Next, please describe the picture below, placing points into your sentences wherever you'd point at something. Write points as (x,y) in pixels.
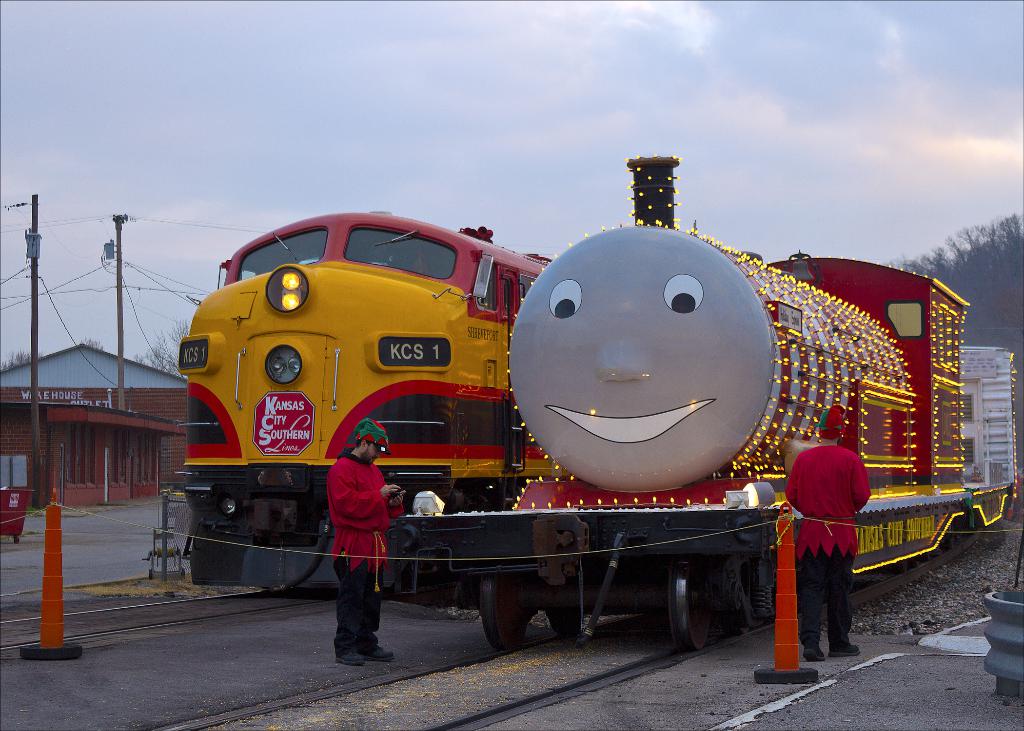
In this image in the center (470,411) there are trains (448,429) on the railway track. On the right side (849,395) there is a train (871,407) which is decorated with lights (870,383) and in front of the train (570,468) there are persons (821,550) standing. On the left side (49,416) there is a building (63,389) and in front of the building (70,375) there are poles (119,392) with wires (16,274) attached to it and on the right side (991,264) in the background (988,277) there is a tree (978,293) and the sky (647,128) is cloudy.
